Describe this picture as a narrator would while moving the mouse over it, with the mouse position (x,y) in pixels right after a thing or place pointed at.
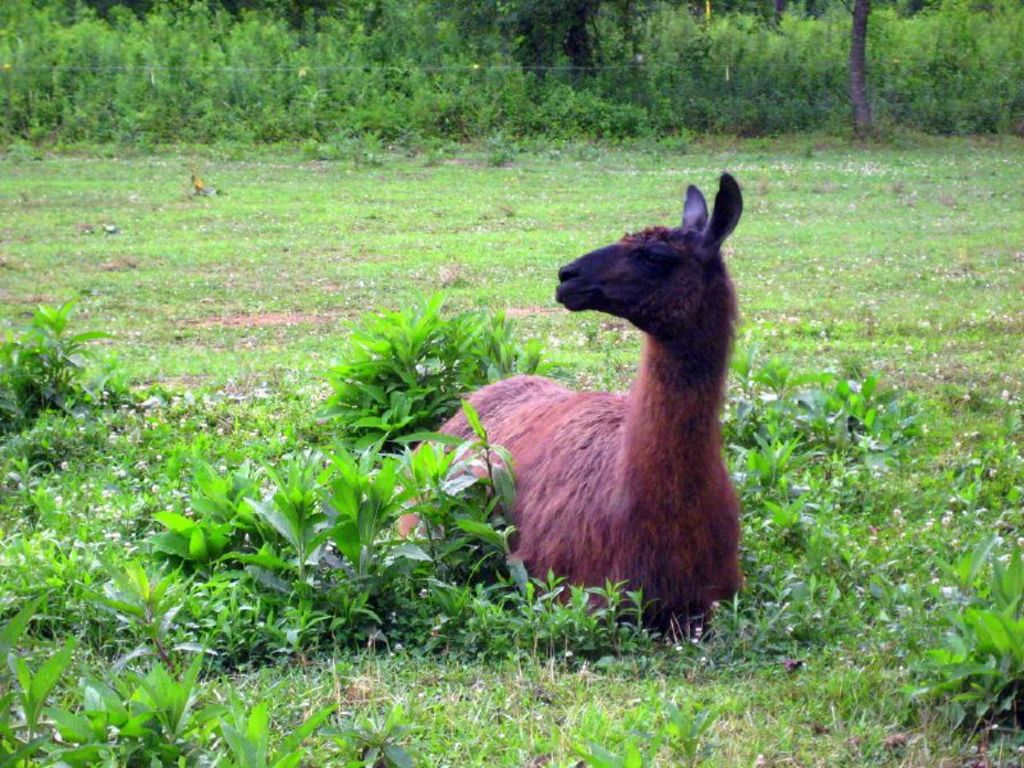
In this picture there is a llama (470,455) which is sitting on the grass (633,669). In the top left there is a bird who is standing on the ground (223,192). In the background (306,49) I can see the trees (285,112), plants (536,112) and grass (403,181). At the bottom (261,700) I can see the leaves (372,715).
